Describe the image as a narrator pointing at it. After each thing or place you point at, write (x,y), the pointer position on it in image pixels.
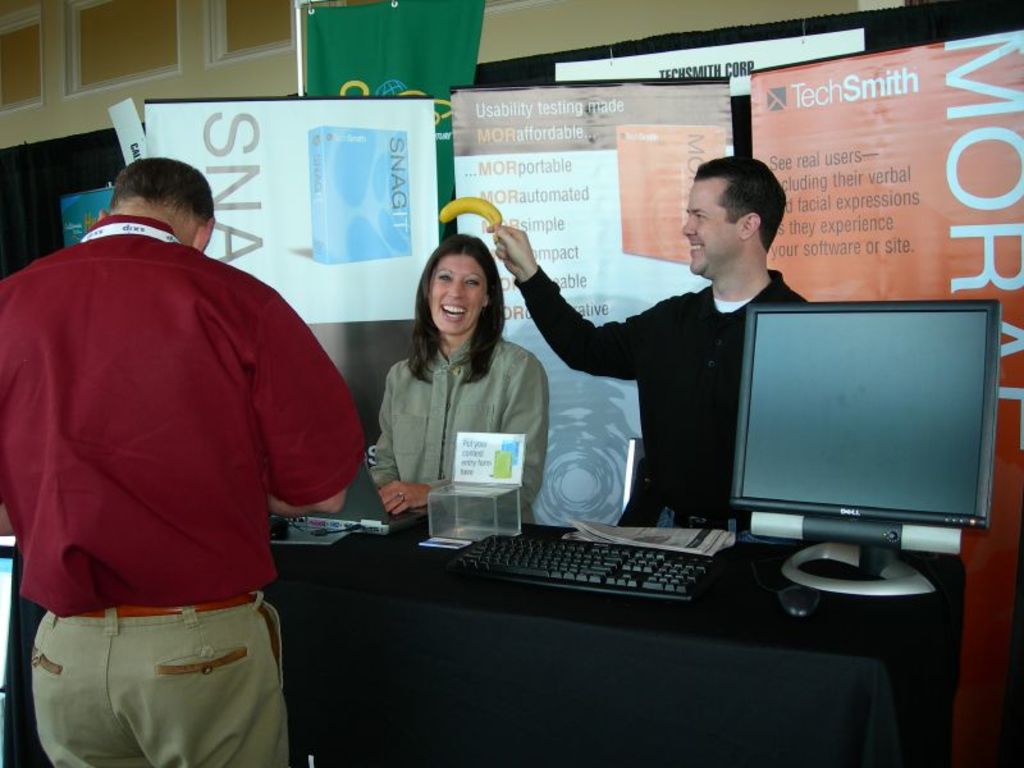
In this picture we can see a person (634,345) standing and holding a banana (488,209) beside one woman (459,353) is sitting and she is laughing in front of them there is a person (160,531) standing in between them there is one table (447,591) on the table (707,617) there is a system (762,517) and keyboard (540,545) and some papers (597,534) and back side there is a banners (569,136).
